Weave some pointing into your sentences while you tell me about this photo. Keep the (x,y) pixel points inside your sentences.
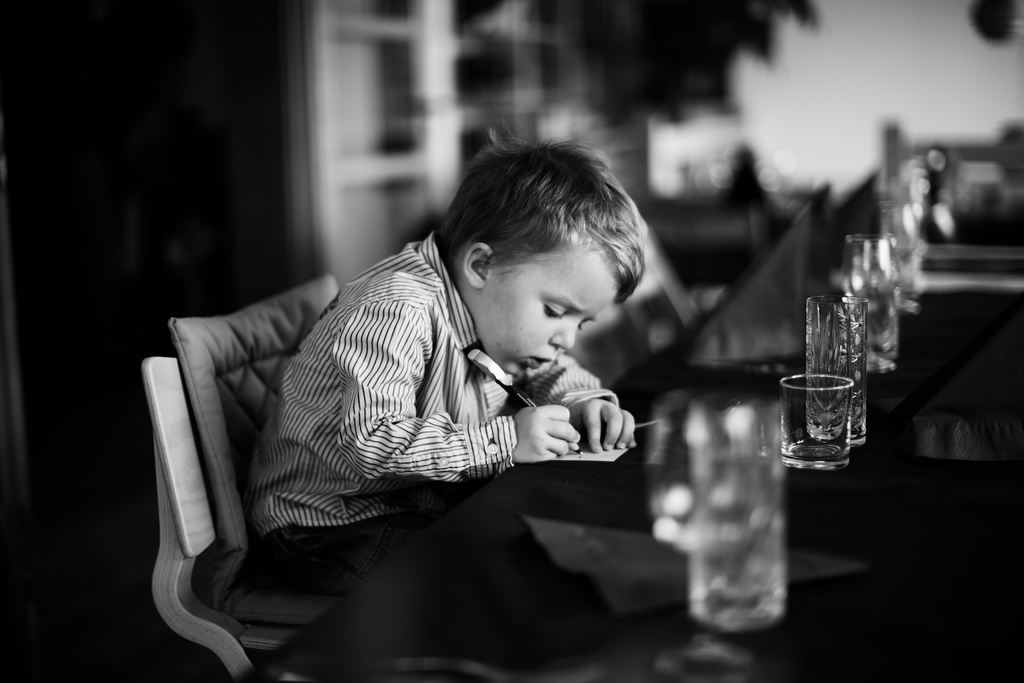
There is a kid (369,418) sitting in a chair (253,466) and writing something on a paper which is on the table (891,427).
